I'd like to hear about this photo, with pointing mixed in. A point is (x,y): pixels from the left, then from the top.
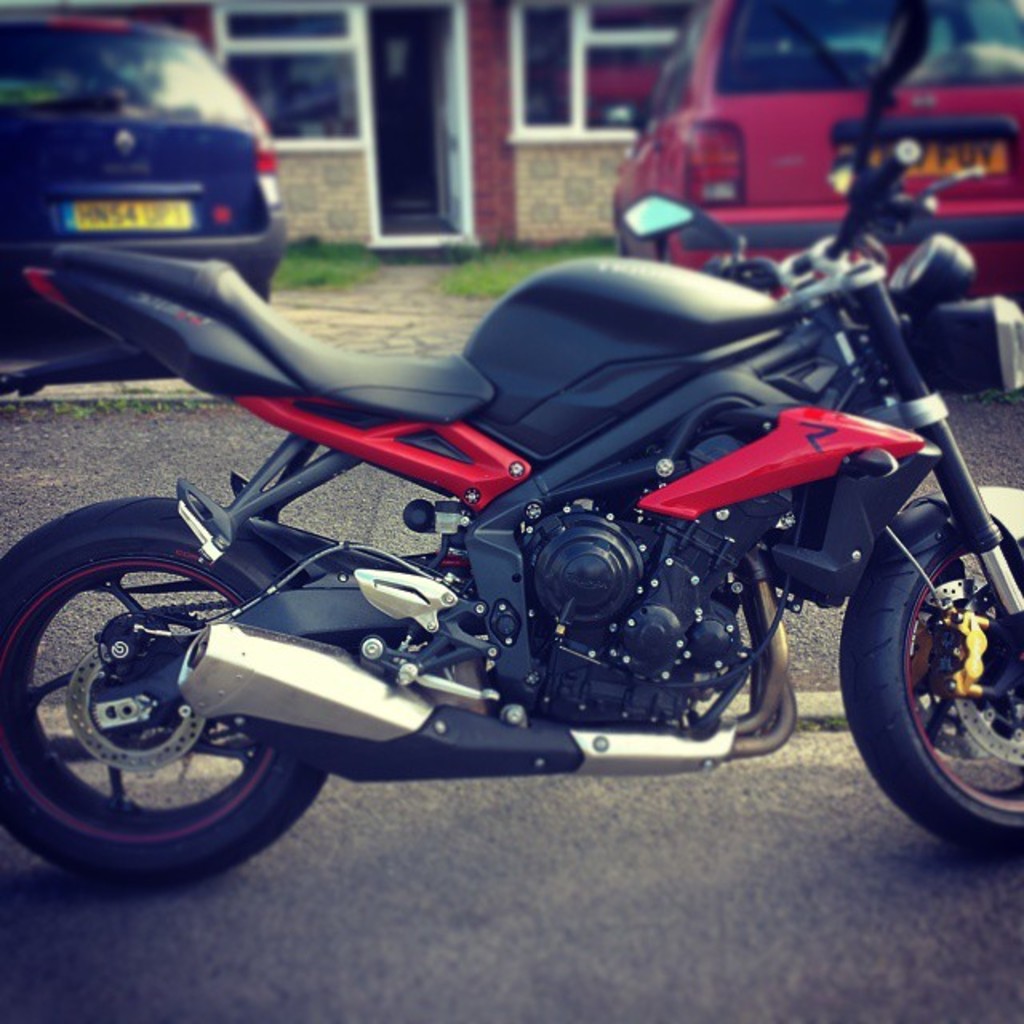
In this image there is a bike (481,545) is on the road (578,822). Behind it there are two cars (164,207) which is blue colour and the other one (780,143) is red color. There is grass (336,248) on land (305,245). Behind there is a house (450,128).
